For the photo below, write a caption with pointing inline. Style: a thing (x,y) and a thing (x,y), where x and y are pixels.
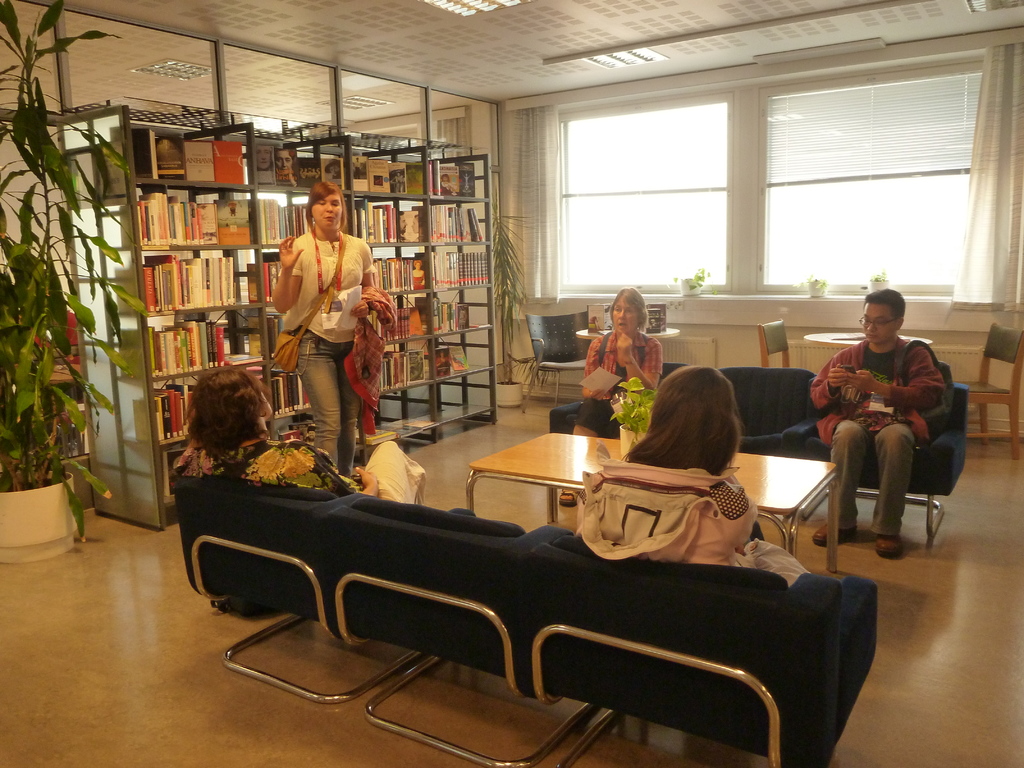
This picture shows few people (660,354) seated on the chairs (646,595) and we see a woman (340,347) Standing and she wore a handbag (306,331) and she holds a cloth (378,307) in her hand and we see a bookshelf (214,261) on her back and we see couple of plants (47,517) and a table (570,449) and curtains (996,98) to the window (812,152).
